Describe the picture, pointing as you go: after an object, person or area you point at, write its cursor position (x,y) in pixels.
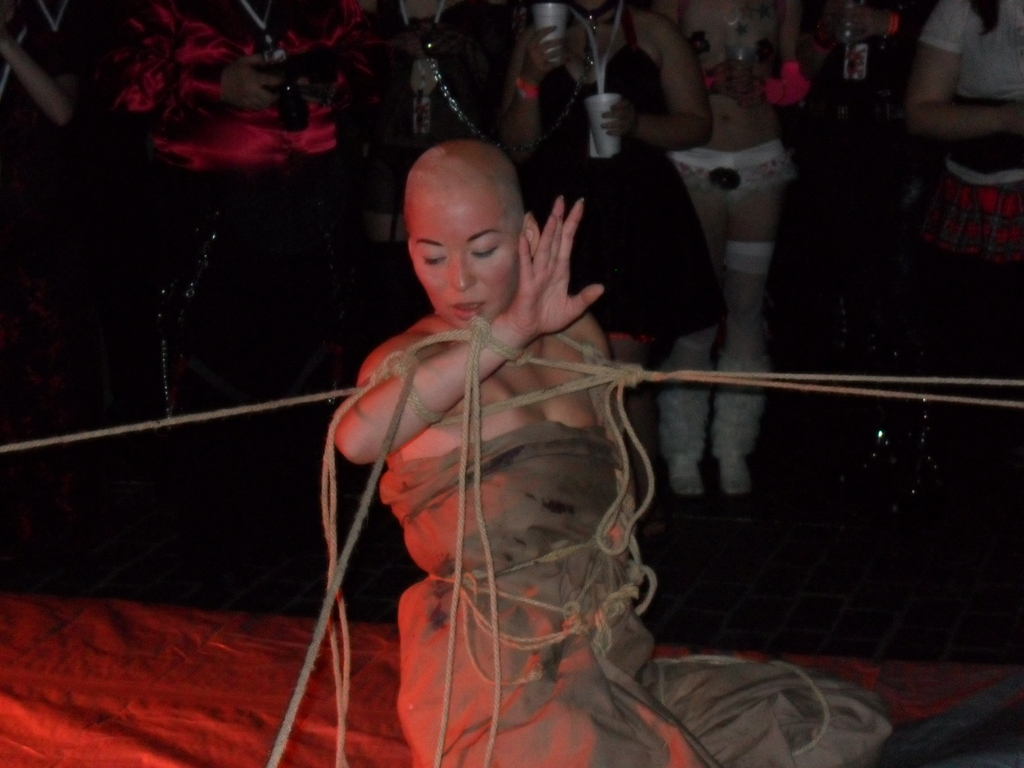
In this image there is a woman (490,613) sitting on the floor (848,630). There are ropes (691,377) around her. In the background (347,111) there are people (552,96) standing.
